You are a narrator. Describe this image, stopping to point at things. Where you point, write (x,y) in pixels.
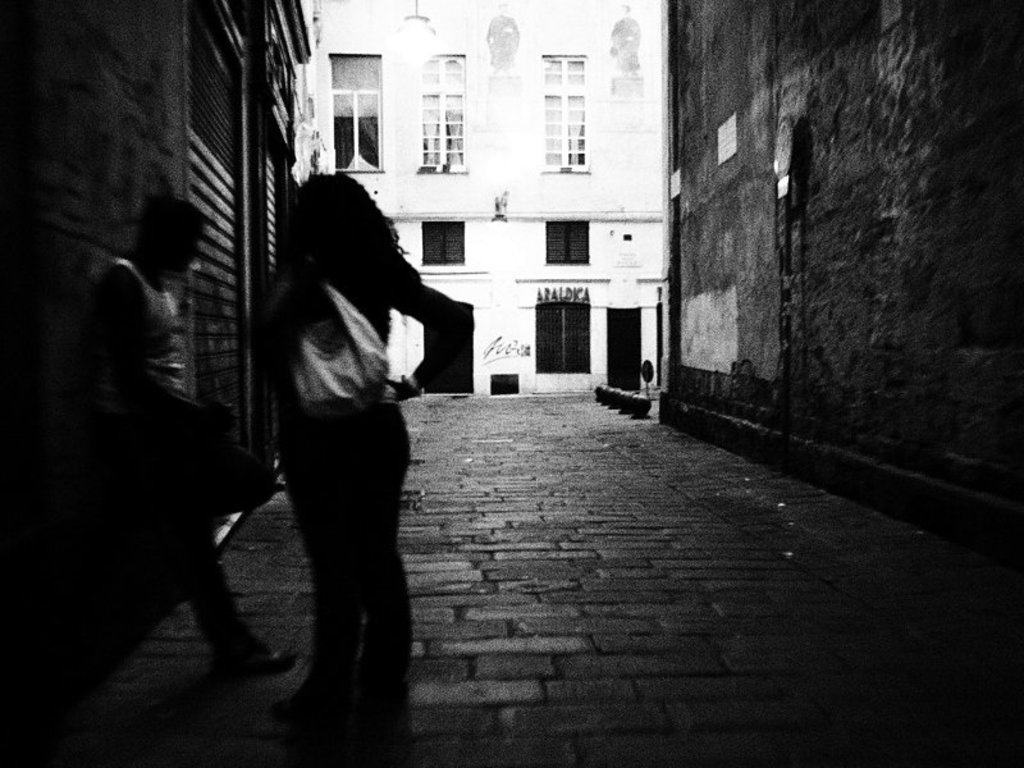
This is a black and white image where we can see this person (171,256) is standing to the wall (185,291) and this person (361,447) is standing on the road (606,648). In the background (325,14), we can see a building (368,152).
